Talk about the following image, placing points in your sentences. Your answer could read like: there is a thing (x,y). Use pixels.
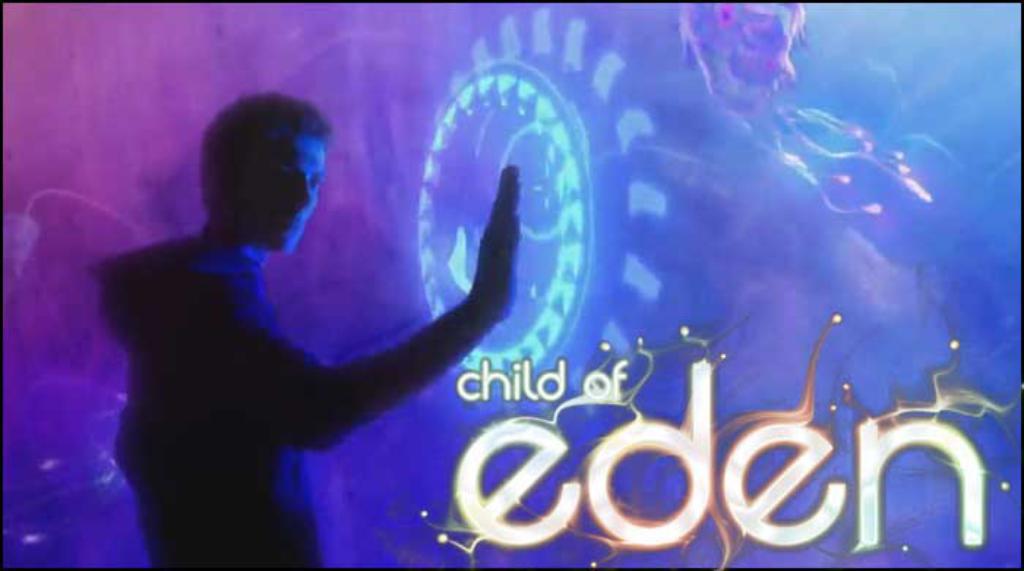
There is a man (281,375) standing, in front of this man (285,366) we can see screen (512,57).
